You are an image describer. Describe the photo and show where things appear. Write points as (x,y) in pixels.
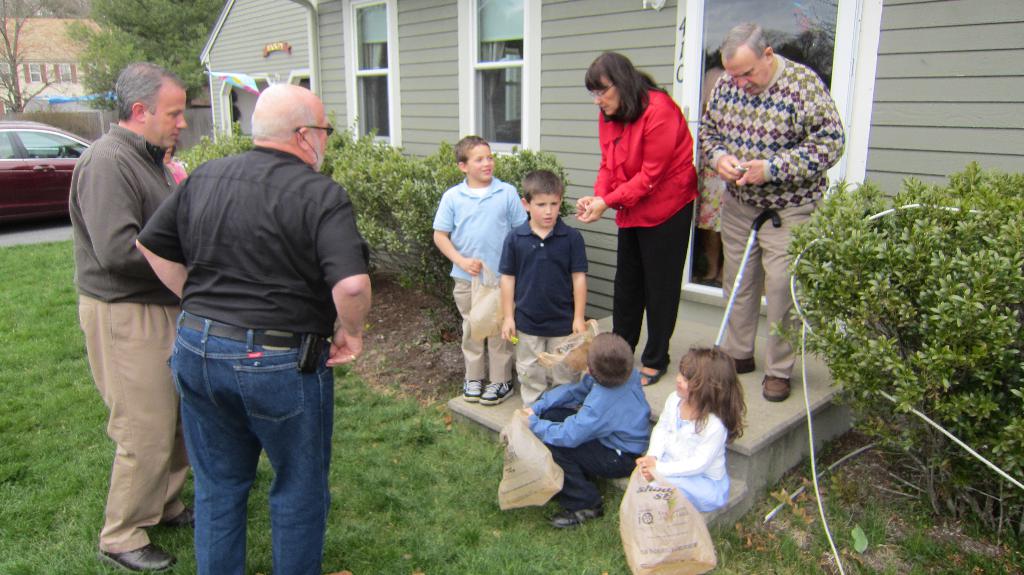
In the center of the image (513,286) we can see some persons (626,218) and some of them are holding plastic covers (512,495). In the background of the image (562,104) we can see the buildings (402,102), windows (514,97), door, car (6,186), trees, roof (101,45), bushes (230,148). At the bottom of the image (495,540) we can see grass (527,511) and stairs (754,419). In the left side of the image (24,226) we can see the road (61,228).
